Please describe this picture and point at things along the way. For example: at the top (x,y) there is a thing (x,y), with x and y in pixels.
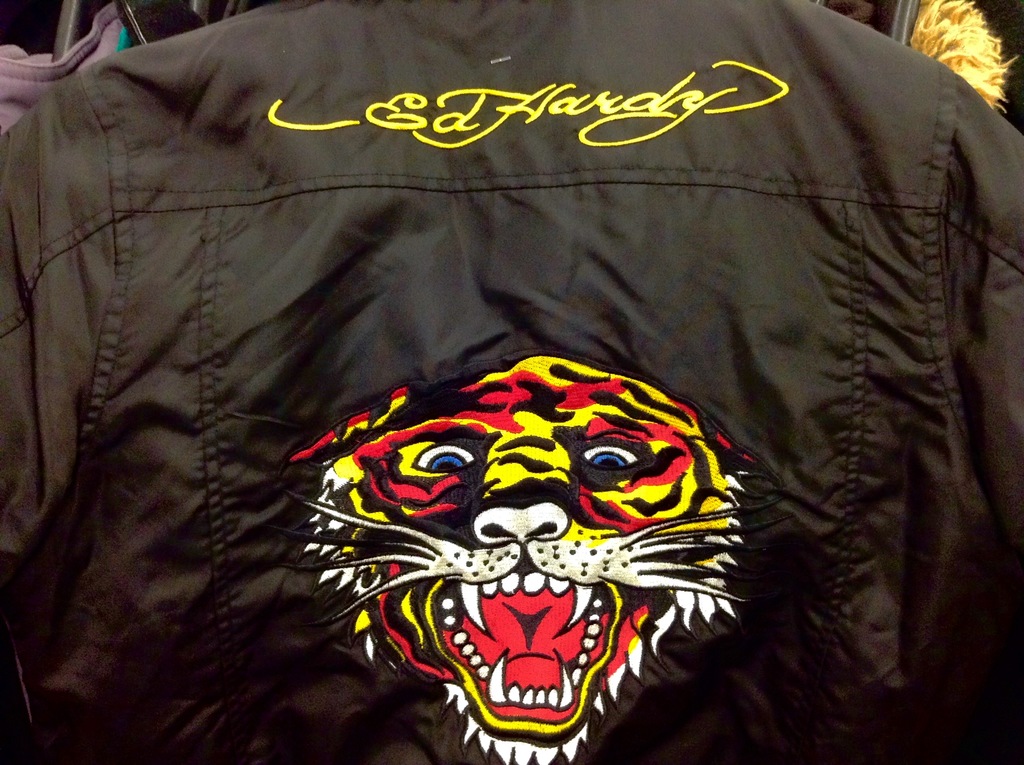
In this image we can see an embroidery (426,603) on the shirt (568,256).
